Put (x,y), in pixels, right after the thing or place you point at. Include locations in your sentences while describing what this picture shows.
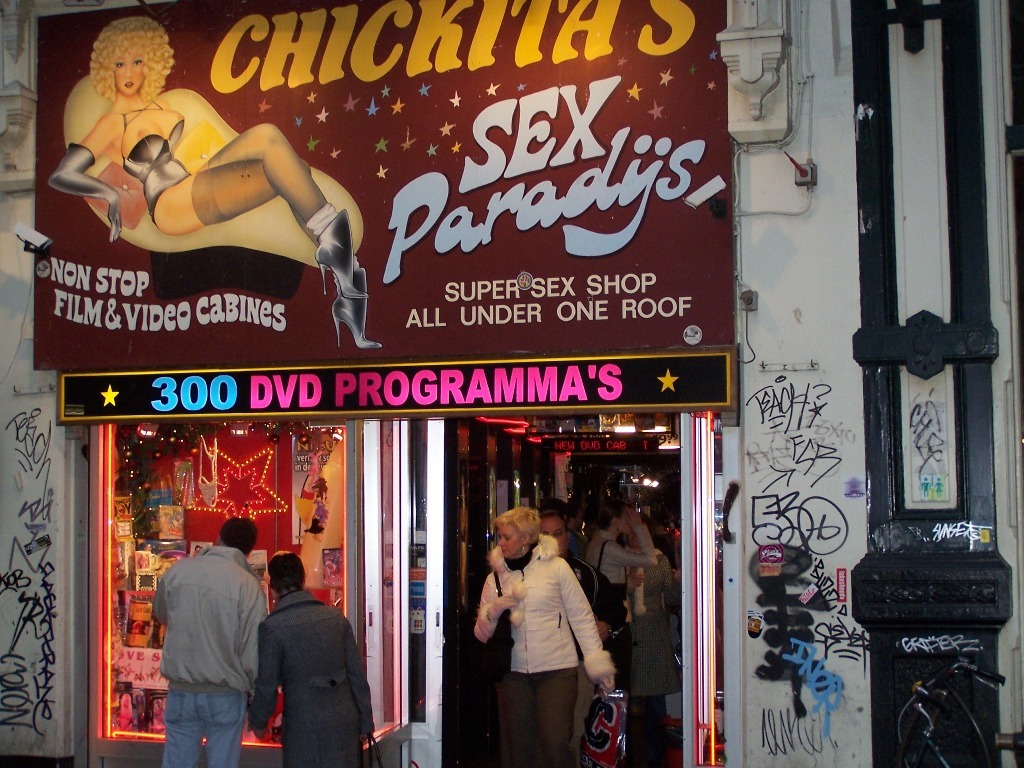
At the bottom (329,721) there are two persons (325,705) standing at the glass doors (302,540) and through the glass door (431,623) we can see lights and objects (150,552). There is a board (374,58) on the wall (67,663) and in the room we can see few persons (532,591) are standing and we can see doors (426,715). There are texts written on the wall (77,553).
